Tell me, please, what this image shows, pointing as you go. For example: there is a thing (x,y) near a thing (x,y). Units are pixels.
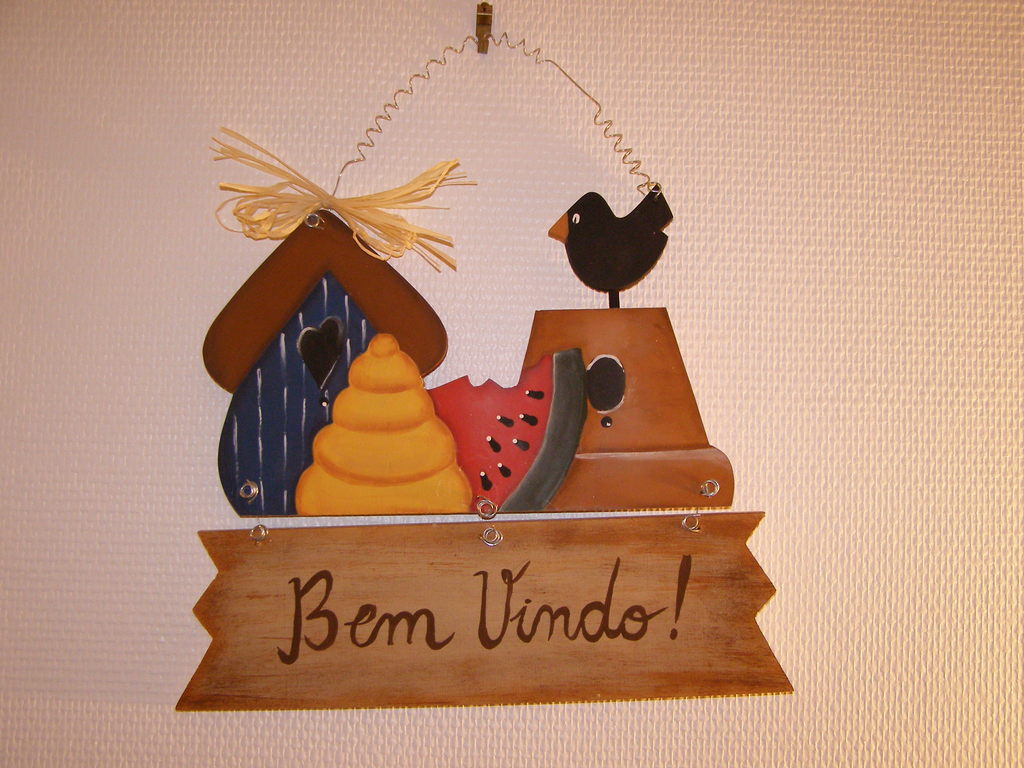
In this image I can see a wooden sign (463,619) which consists of some painting (444,402) on it. At the bottom of this painting (310,595) I can see some text (300,628).
